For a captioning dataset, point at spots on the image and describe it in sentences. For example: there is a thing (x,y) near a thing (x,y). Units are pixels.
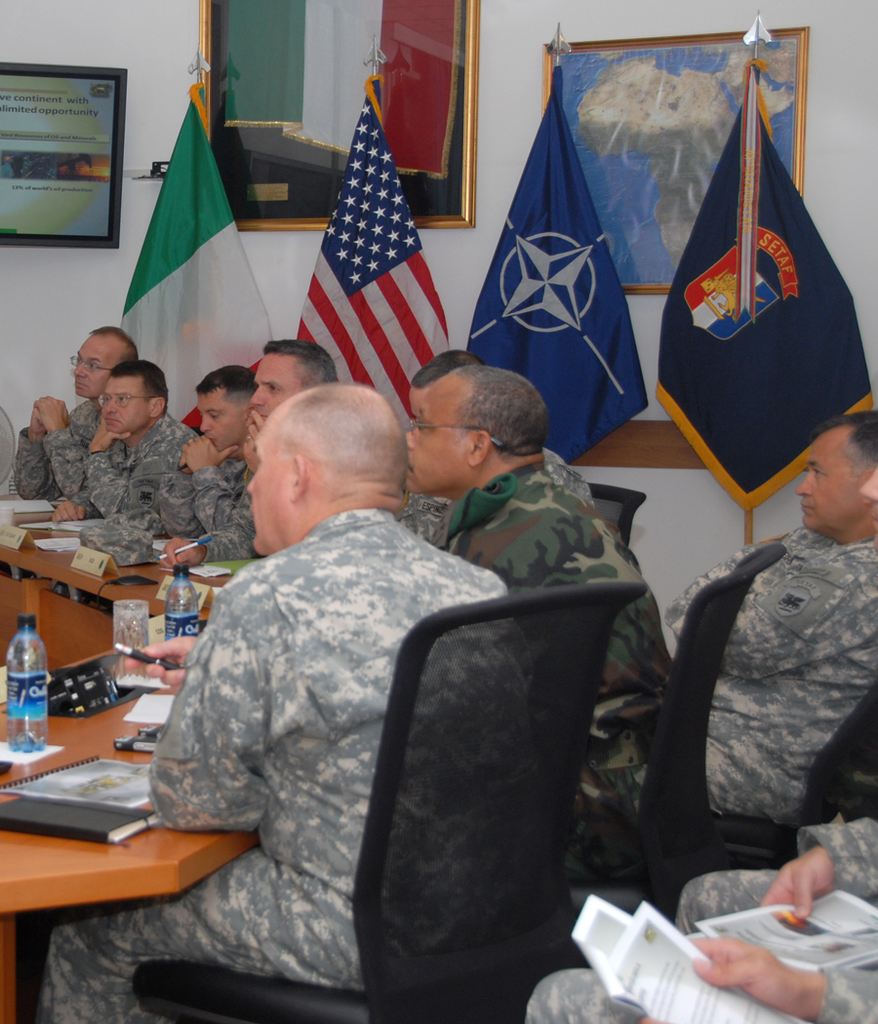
In this image, a group of people (818,608) sitting on the chair (410,757) in front of the table (101,859) on which glass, bottle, books (134,804) and so on kept. The background walls (841,50) are white in color on which wall paintings (625,140) are there. In the middle (568,359) flags (510,297) are there. This image is taken inside a hall (51,307).
